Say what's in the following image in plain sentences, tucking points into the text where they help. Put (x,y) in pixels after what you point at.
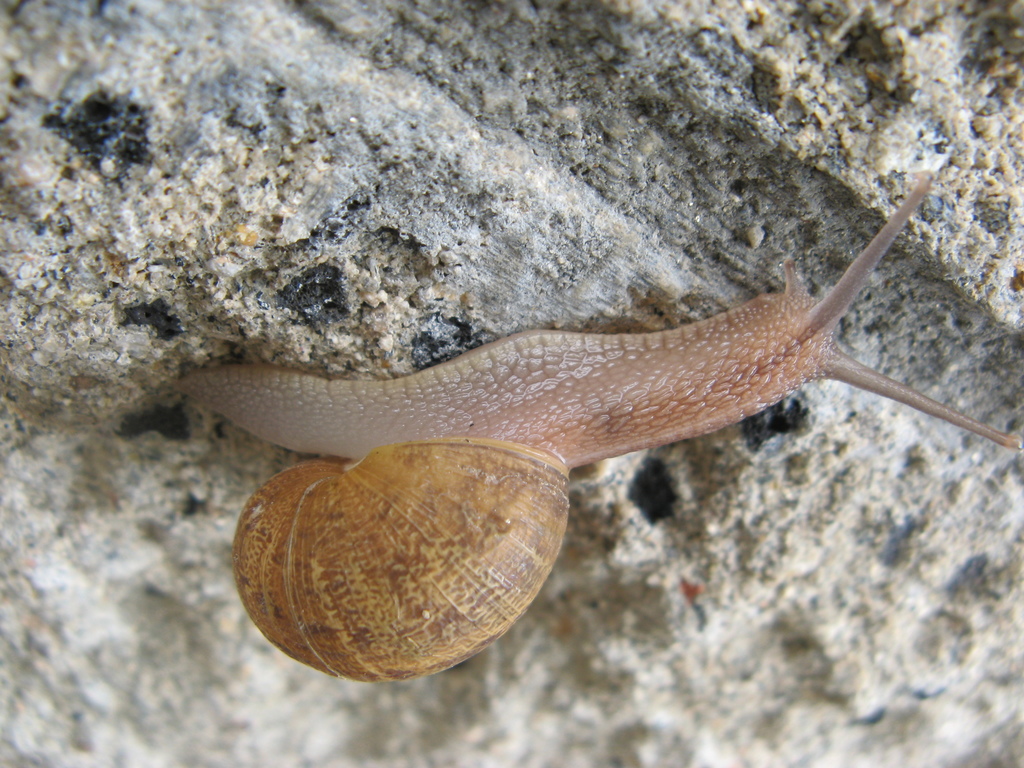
In this picture I can observe a snail (451,409). The snail (502,392) is in brown color. The surface (416,302) on which this snail (430,419) crawling is looking like a stone (701,575).
